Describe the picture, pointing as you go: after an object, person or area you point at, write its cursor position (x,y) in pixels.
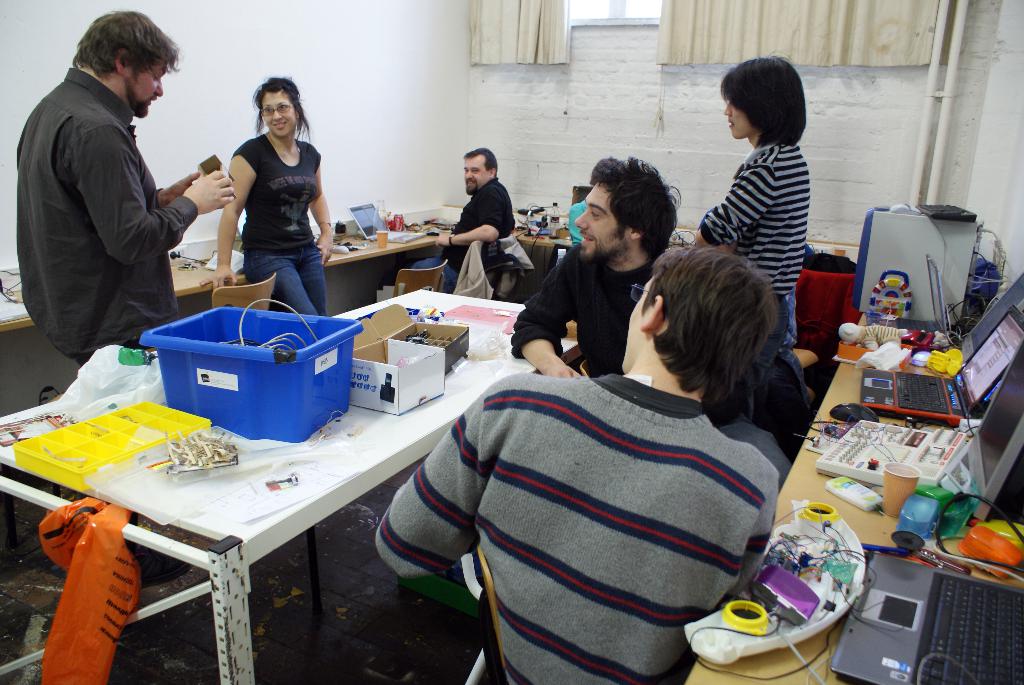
In this picture there are group of people (726,415) those who are sitting around a table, there is a person (22,218) who is standing at the left side of the image (57,212), he is explaining something and there is a table (417,306) at the left side of the image (211,399) which contains trays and different types of boxes (431,352) on it and there are laptops (1018,336) all around the area of the table (853,365), there is a glass window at the center of the image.
